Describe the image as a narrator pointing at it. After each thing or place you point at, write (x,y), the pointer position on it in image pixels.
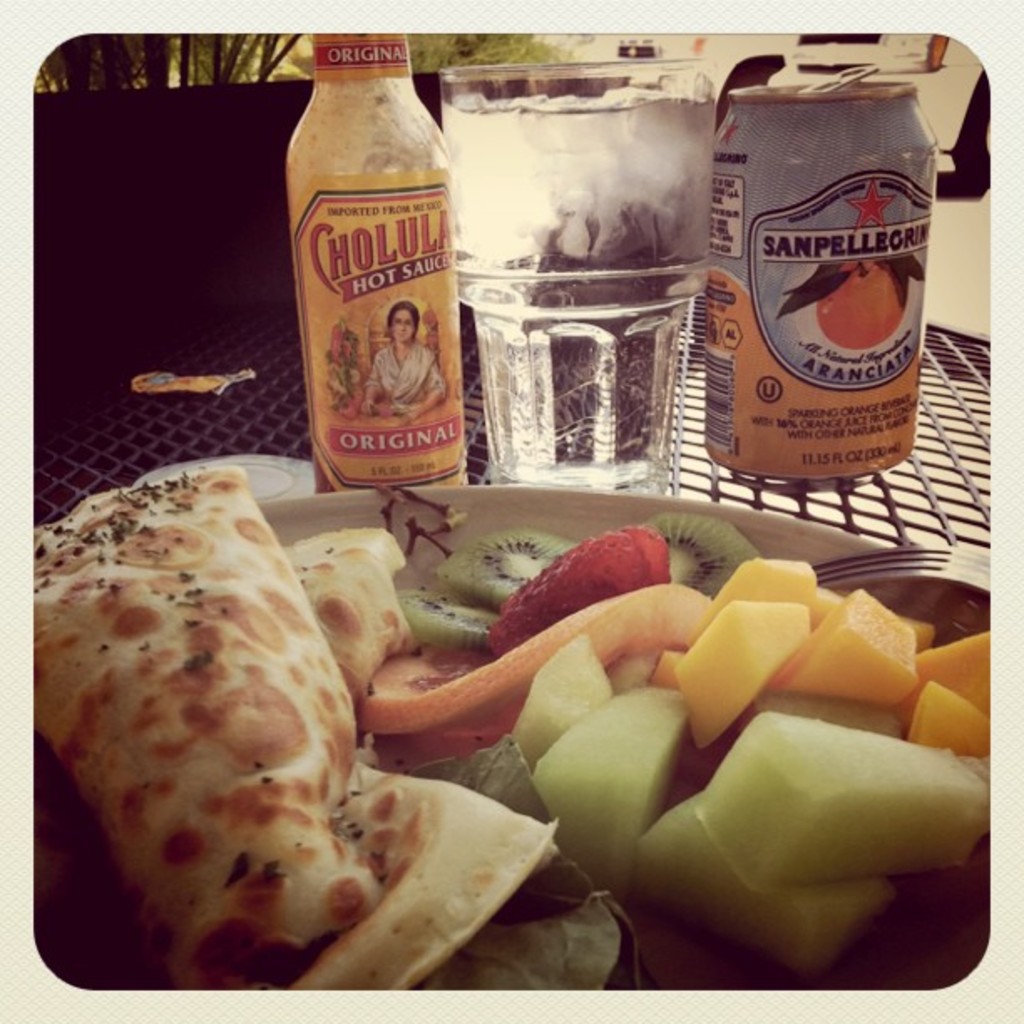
In this image, there is a table (197,368) few items (343,436) are placed on it. At the background (296,53), we can see some plant (222,61). On right side (966,244), we can see white color.
